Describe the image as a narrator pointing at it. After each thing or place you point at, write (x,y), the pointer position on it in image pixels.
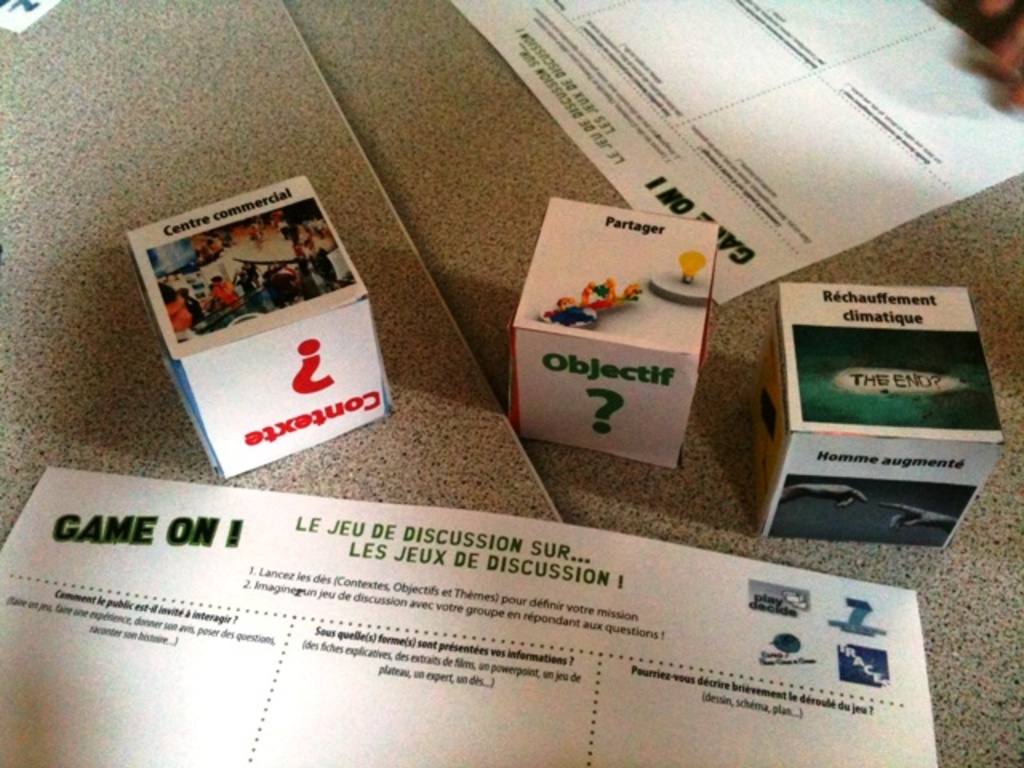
In this picture we can see few boxes (220,397) and papers (775,146) on the ground (355,231).
